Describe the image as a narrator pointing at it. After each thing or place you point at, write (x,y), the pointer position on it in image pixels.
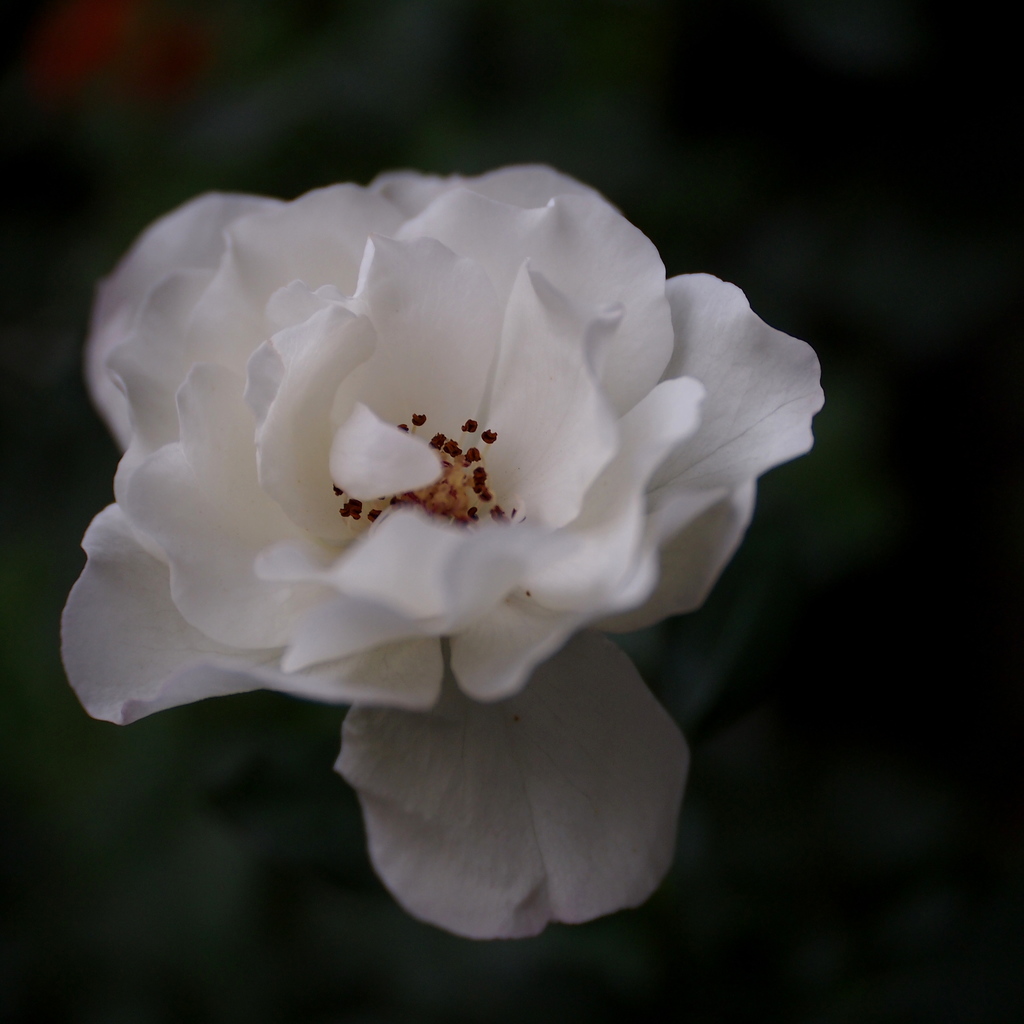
In this image we can see a flower (405,243) which is in white color.
